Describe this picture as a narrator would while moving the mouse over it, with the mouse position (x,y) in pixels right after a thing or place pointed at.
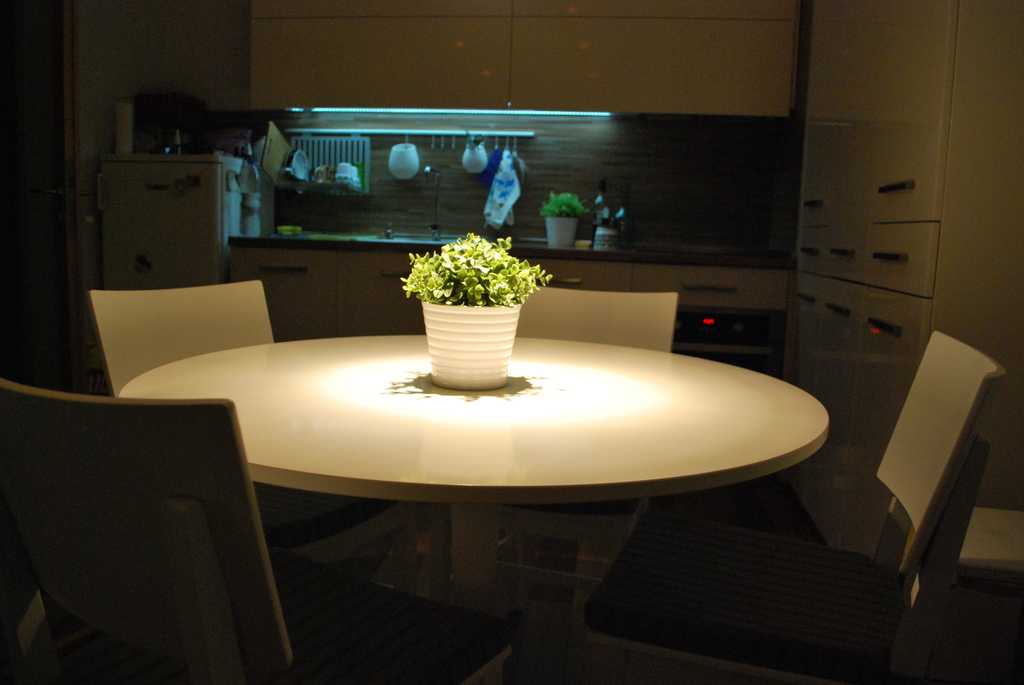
It is a kitchen (639,220) there is a table (501,425) and there are four chairs (227,505) around the table (470,418), there is a small plant (492,274) placed on the table (488,402), behind it there is a kitchen counter (428,249) some utensils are kept on it, to the left side (153,227) there is a fridge (173,231), in the background (804,89) there are some cupboards (867,101) and a wall (179,44).
